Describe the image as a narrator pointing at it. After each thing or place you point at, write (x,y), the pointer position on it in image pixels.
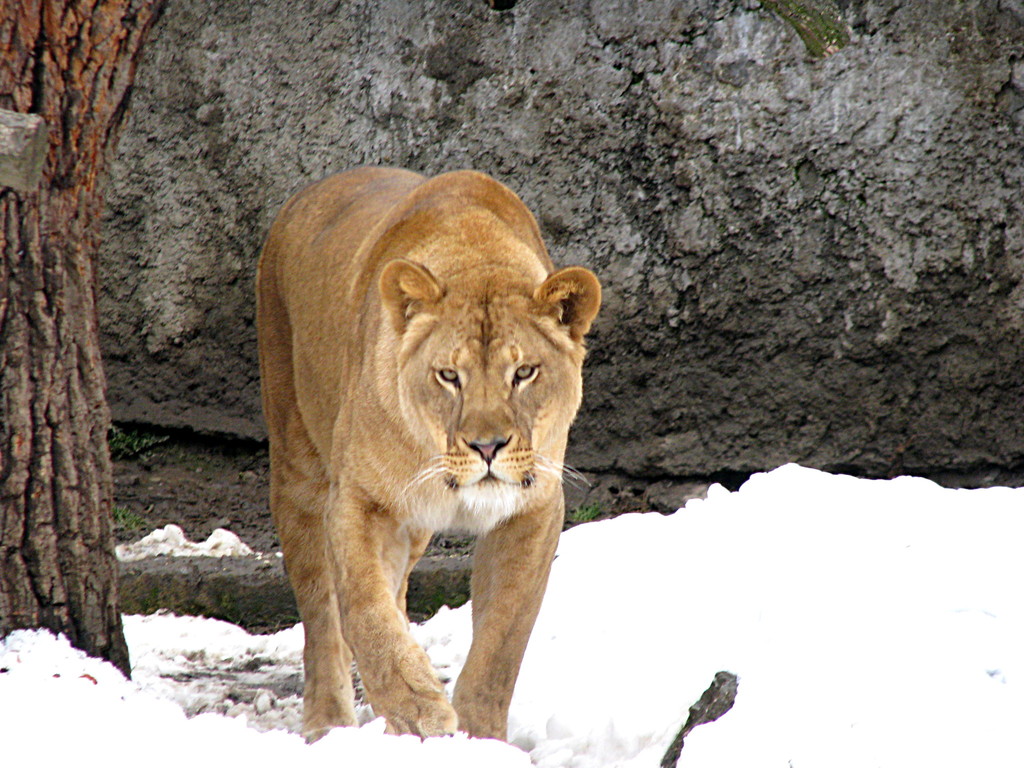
In this image we can see a lioness (428,375). On the ground (353,674) there is snow (720,609). In the back (413,77) there is a wall (315,144). On the left side (60,230) we can see trunk (60,231) of a tree (61,135).
